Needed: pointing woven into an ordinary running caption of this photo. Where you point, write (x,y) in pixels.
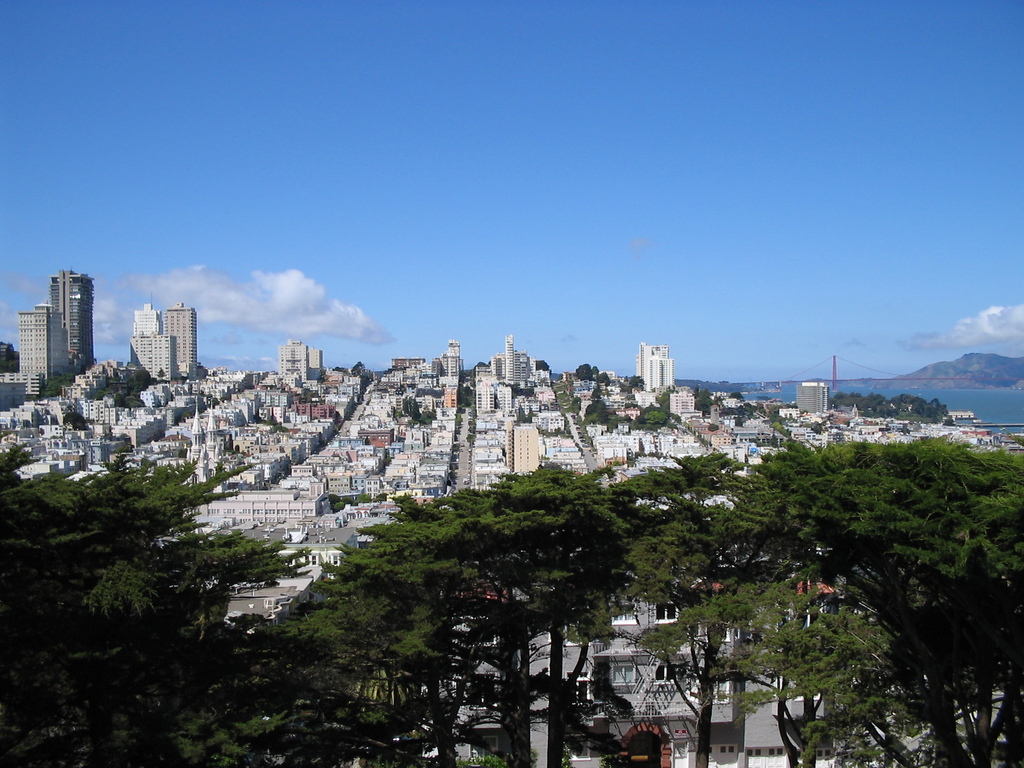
In this image we can see a group of buildings (447,373), towers (662,376) and a bridge (872,379). We can also see a large water body (925,395), the hills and the sky (698,307) which looks cloudy. In the foreground (709,455) we can see some trees (539,607).
